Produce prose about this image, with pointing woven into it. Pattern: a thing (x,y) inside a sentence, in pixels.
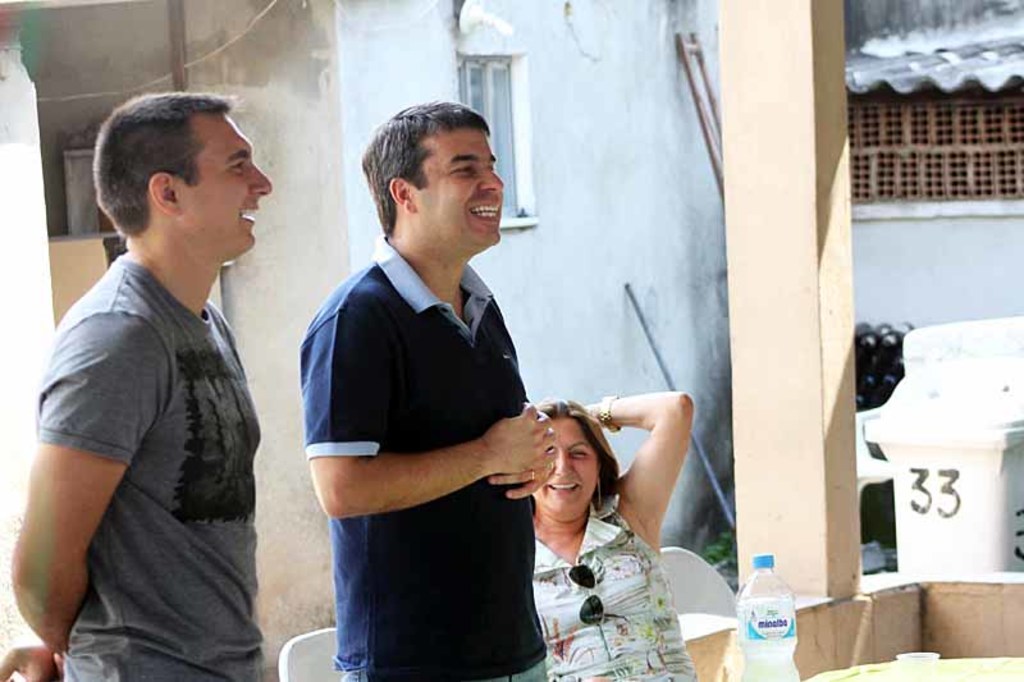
In this picture we can see two men (165,523) are standing and a woman (631,538) is sitting, they are smiling, we can see a bottle (765,631) at the bottom (778,625), there is a pillar (779,314) in the middle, in the background (630,68) there is a wall (645,81).
